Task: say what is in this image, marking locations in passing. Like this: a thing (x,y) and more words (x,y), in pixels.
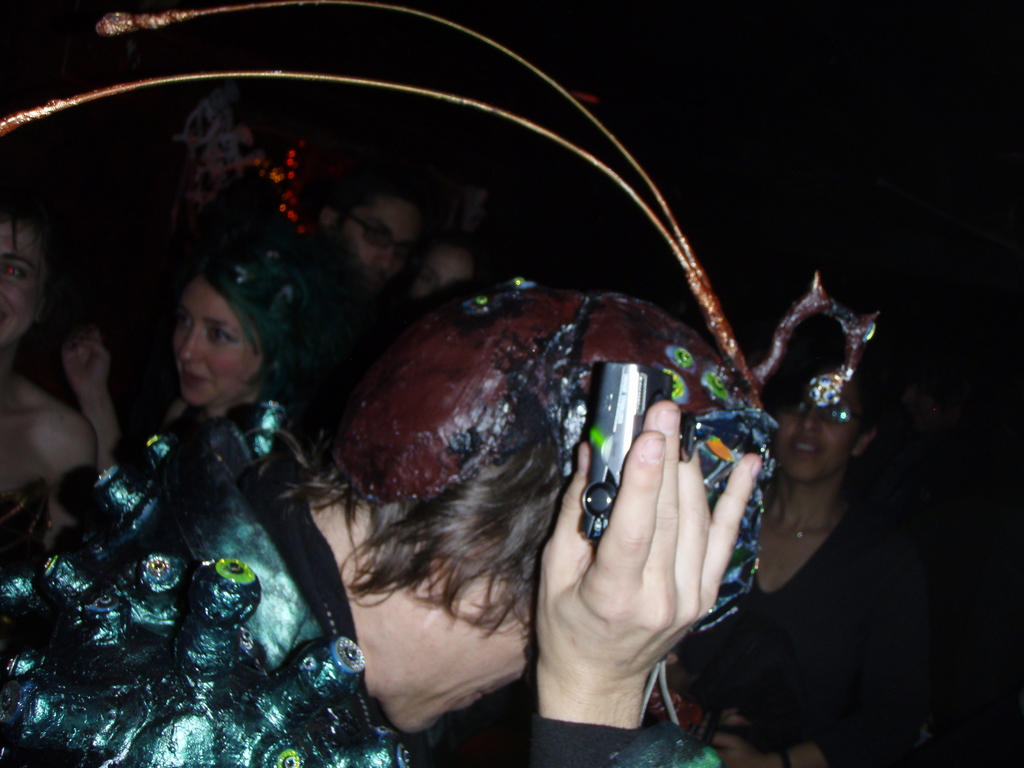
In this picture we can observe some people (293,376) standing. We can observe a person (647,430) here, holding camera (626,445) in their hand (622,568). In the background (718,131) it is completely dark.
